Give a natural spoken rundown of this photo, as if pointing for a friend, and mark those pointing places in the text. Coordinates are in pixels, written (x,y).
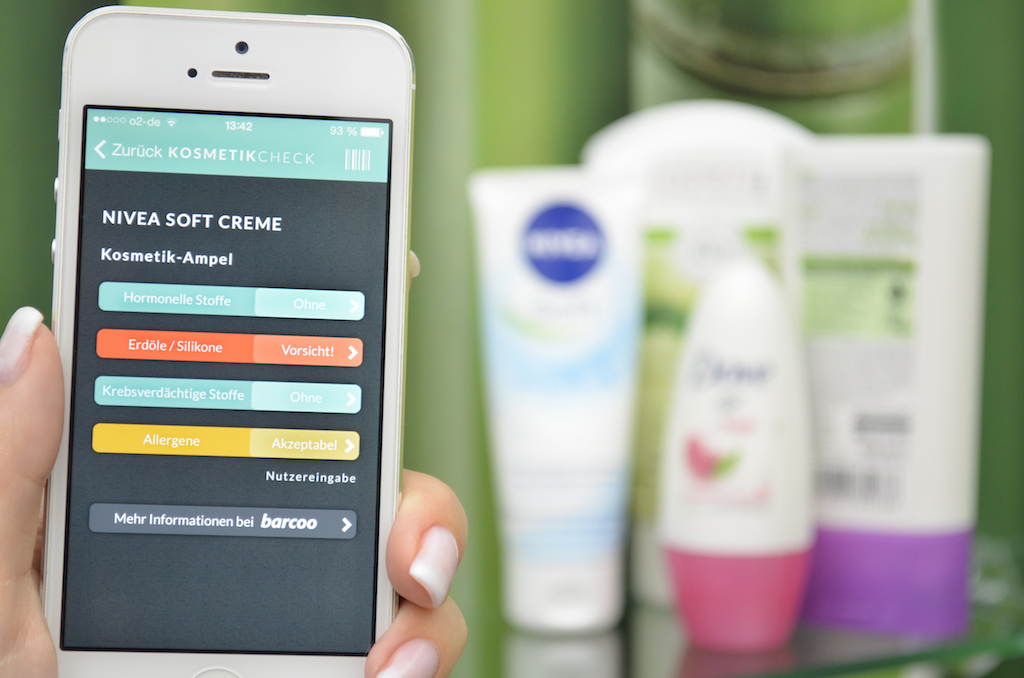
A human hand (400,534) is holding phone (250,275), these are bottles (689,396).
